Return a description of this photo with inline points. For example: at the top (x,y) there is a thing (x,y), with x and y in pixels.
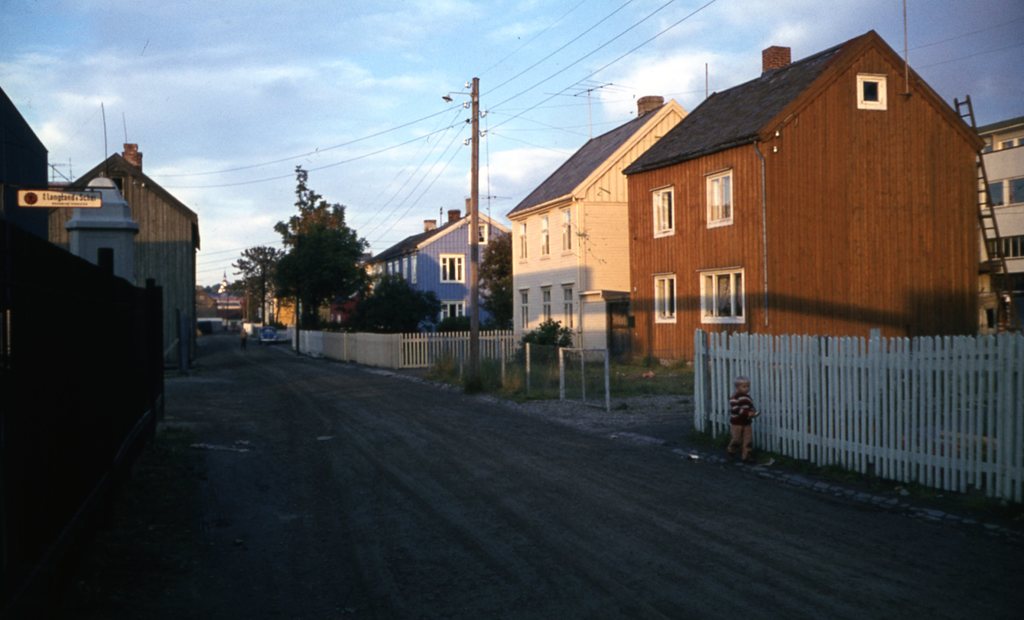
In the background (450,63) we can see sky (450,63). These are buildings (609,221) on the left side of the picture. Here we can see fence (894,392) and a kid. This is a ladder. This is a road (342,434). We can see trees (415,315) and a current pole (476,245) with wires (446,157).
